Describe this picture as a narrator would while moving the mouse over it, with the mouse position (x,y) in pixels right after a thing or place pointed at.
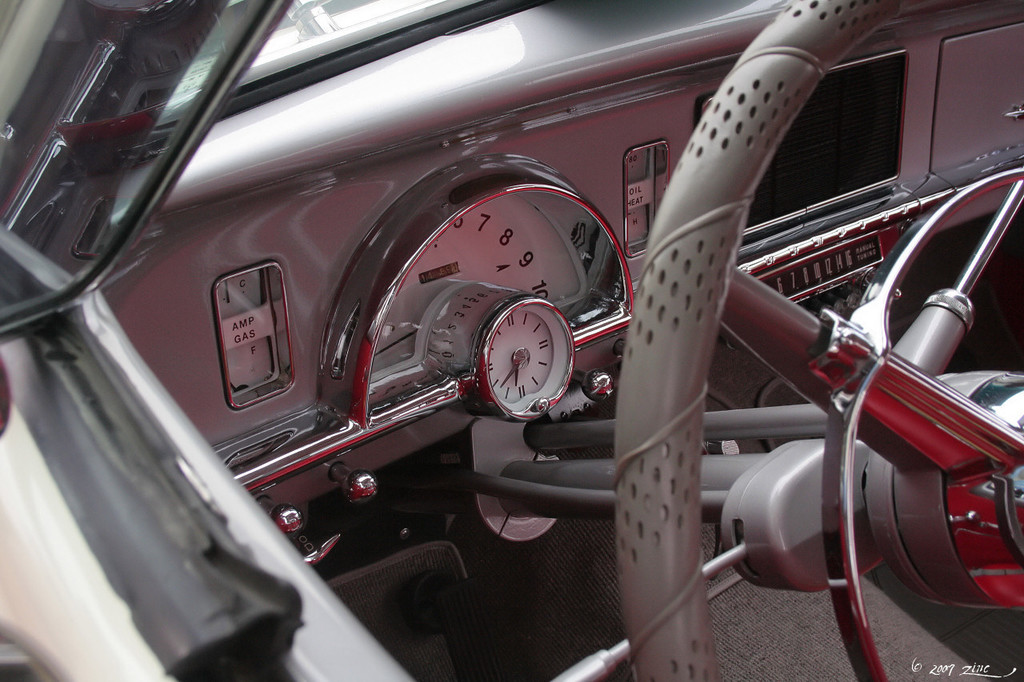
In this image, we can see an inside view of a vehicle (408,491). Here we can see steering (854,640), gauges (521,364) and few objects (490,474). On the left side (91,100) corner, there is a side mirror (90,145).
